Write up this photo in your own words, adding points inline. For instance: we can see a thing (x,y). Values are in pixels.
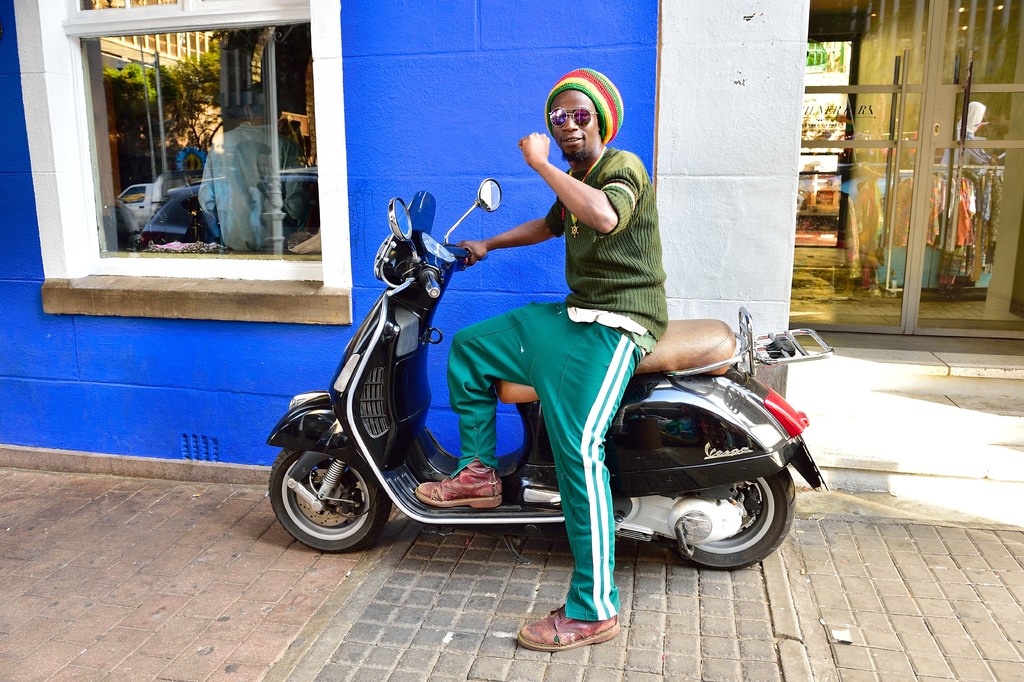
a person (483,475) is sitting on a scooter (687,475). behind him there is a blue wall (654,47), a window (220,203) and a door (816,202).
